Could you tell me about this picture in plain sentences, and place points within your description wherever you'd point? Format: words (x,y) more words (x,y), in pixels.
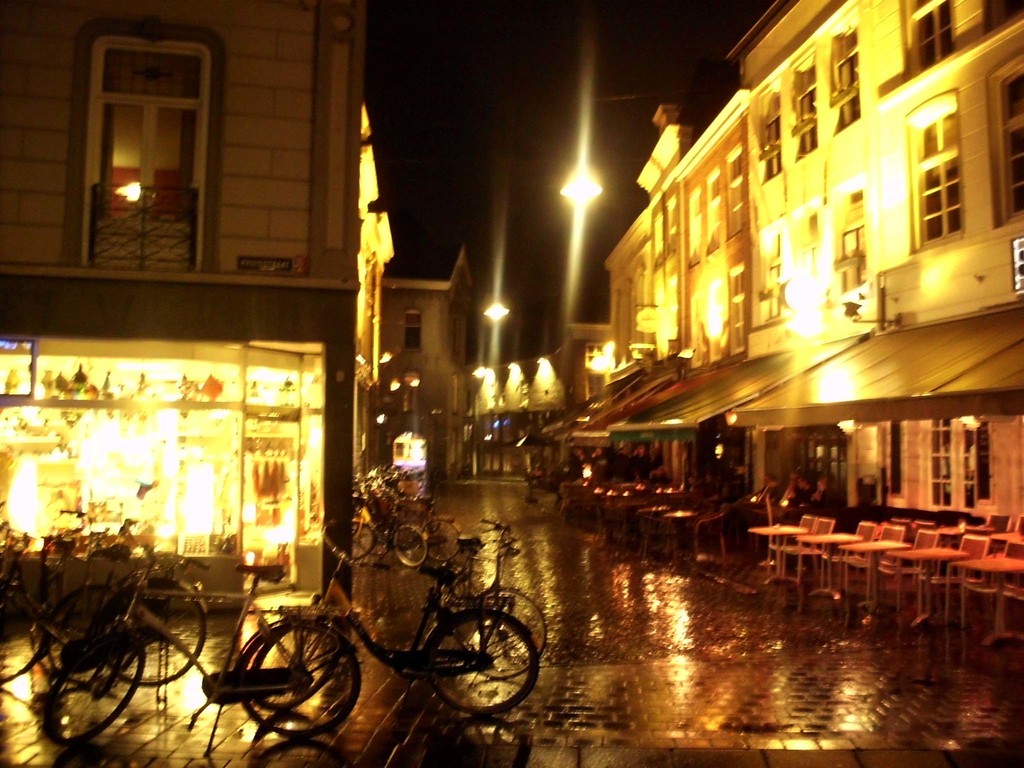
This picture shows few buildings (400,300) and lights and we see chairs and tables (789,533) on the side and we see bicycles (404,555) parked.
